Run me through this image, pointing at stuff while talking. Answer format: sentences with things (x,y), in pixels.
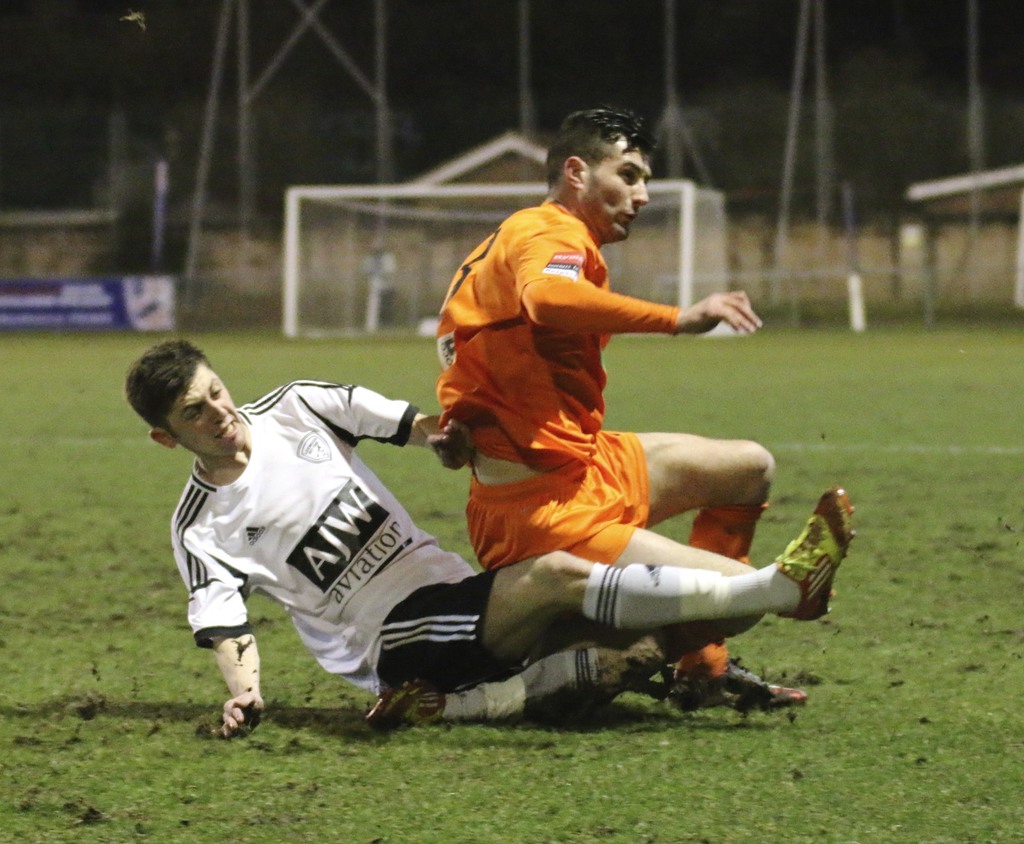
In this image we can see one big playground (894,392) with green grass (294,800), some poles (212,111) in the ground (464,783), one net (356,229), two people (607,313) are playing on the ground (76,340), one banner (122,317) with text (71,298), one person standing near to the net (360,299) and some objects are on the surface (457,801).
